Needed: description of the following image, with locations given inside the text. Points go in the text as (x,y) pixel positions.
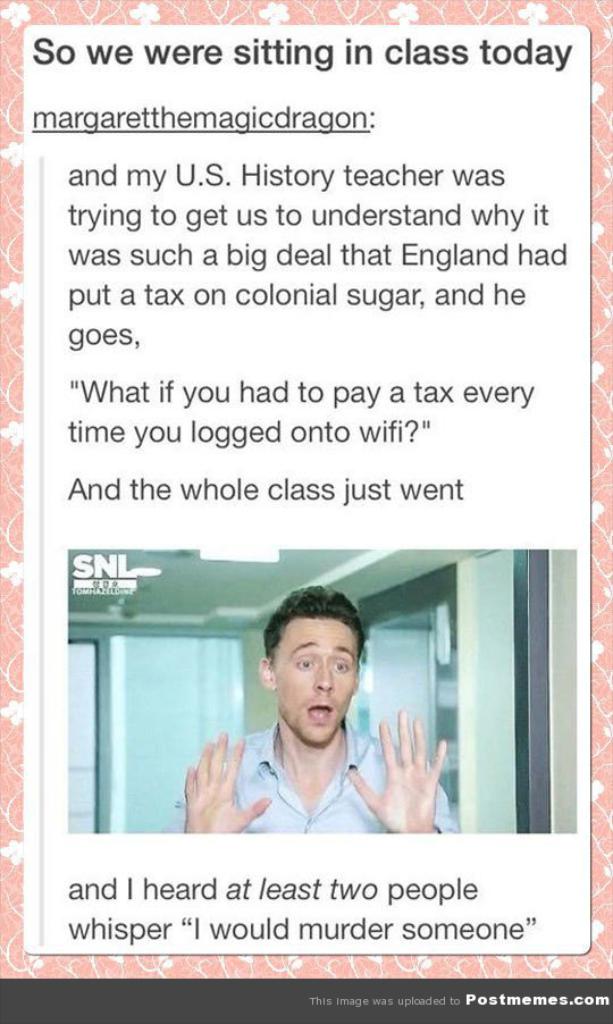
In this image there is a card (254,428) on a cloth (3,532), there is text (246,309) on the card (279,302), there is a man (320,707) on the card (312,730), there are windows (181,715), there is the wall (482,680), there is a roof (226,575), there are lights (272,557), there is text (399,1004) towards the bottom of the image (487,999).
